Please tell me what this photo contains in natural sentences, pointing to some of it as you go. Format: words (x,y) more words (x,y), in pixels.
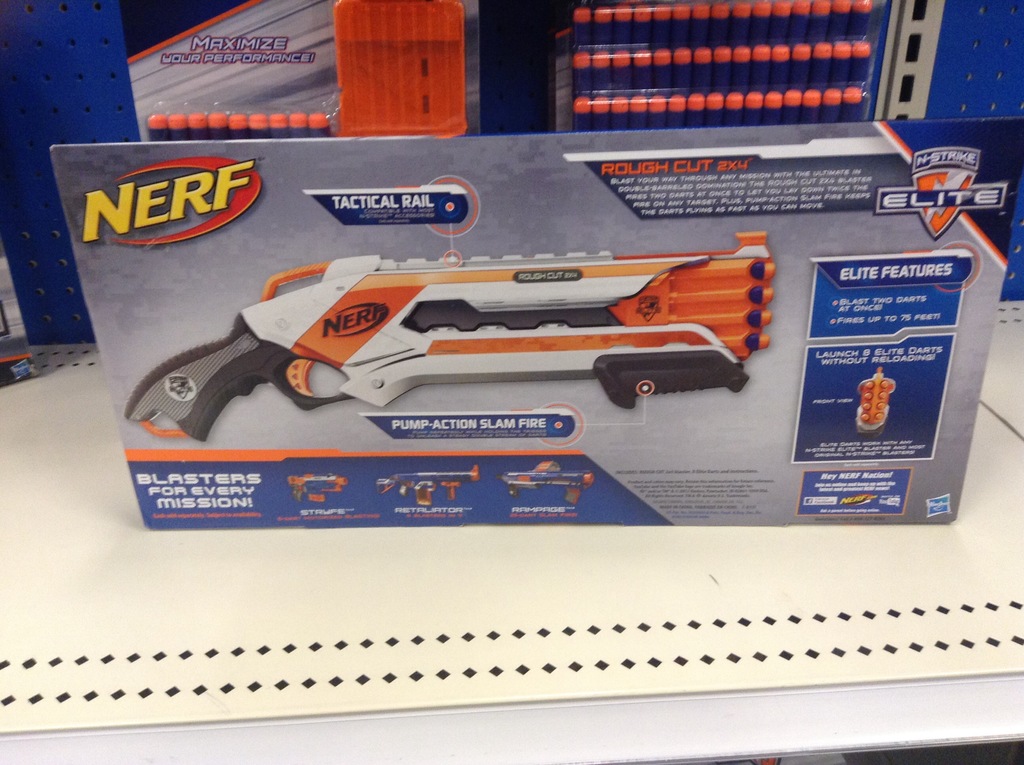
In the image there are some objects (506,160) kept on a table (378,642).
